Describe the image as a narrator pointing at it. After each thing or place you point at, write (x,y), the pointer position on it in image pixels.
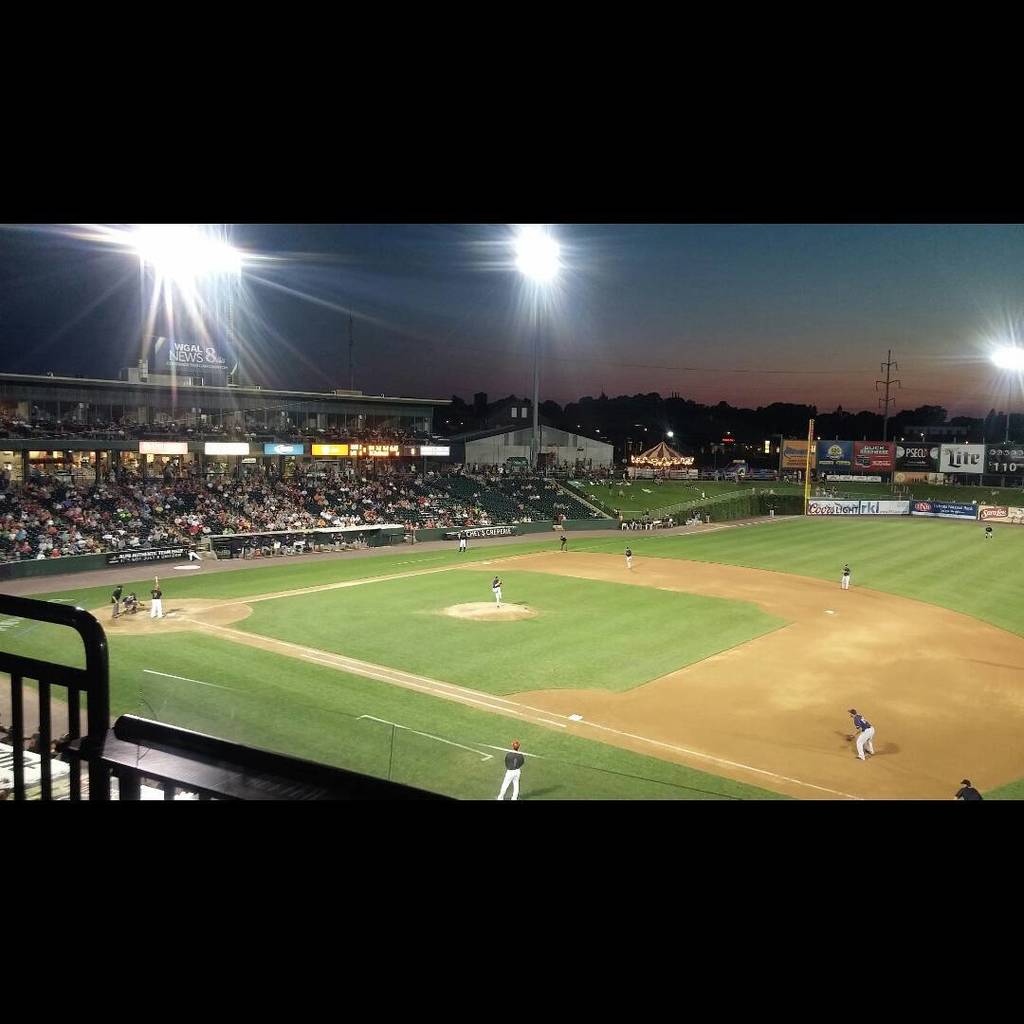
In the image there is a stadium (433,564) there are few players (117,592) in the ground (587,546) and around the ground (618,645) there are spectators (38,513), behind the spectators (51,518) there are lights (231,288).
